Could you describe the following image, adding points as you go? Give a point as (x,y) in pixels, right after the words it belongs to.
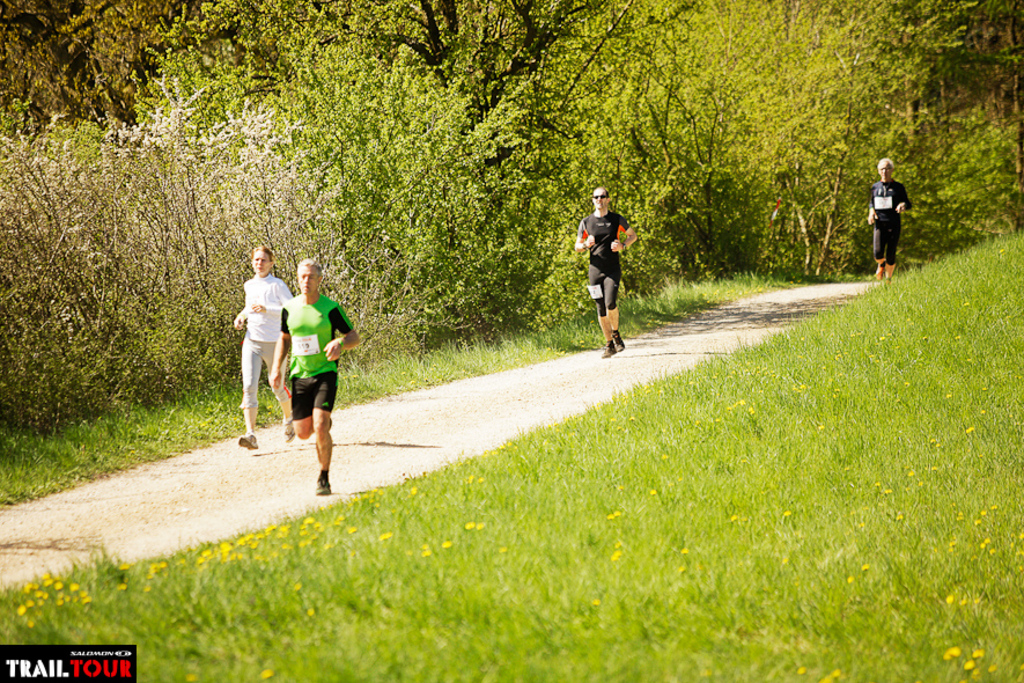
In this image there is a road (416,459). There are a few people (597,260) jogging on the road (415,392). To the right (763,525) there's grass (737,544) on the ground (799,501). To the right (832,440) there are trees (305,120), plants (221,216) and grass (380,372) on the ground (141,416). In the bottom left (43,668) there is text (89,668) on the image.
